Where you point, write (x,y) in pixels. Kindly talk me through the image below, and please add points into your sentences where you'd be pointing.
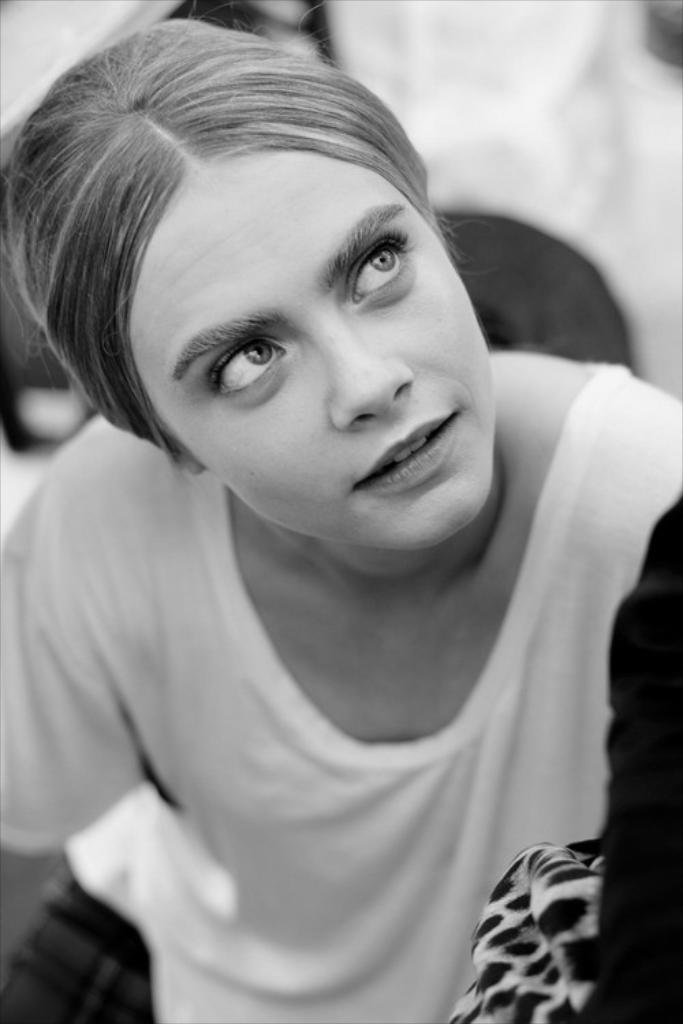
This is a black and white picture. In this picture, we see a woman (381,239) in the white T-shirt (179,641) is staring at something. In the right bottom (642,726), we see a cloth (643,814) in black color. In the background (536,108), it is white in color. This picture is blurred in the background (568,206).
